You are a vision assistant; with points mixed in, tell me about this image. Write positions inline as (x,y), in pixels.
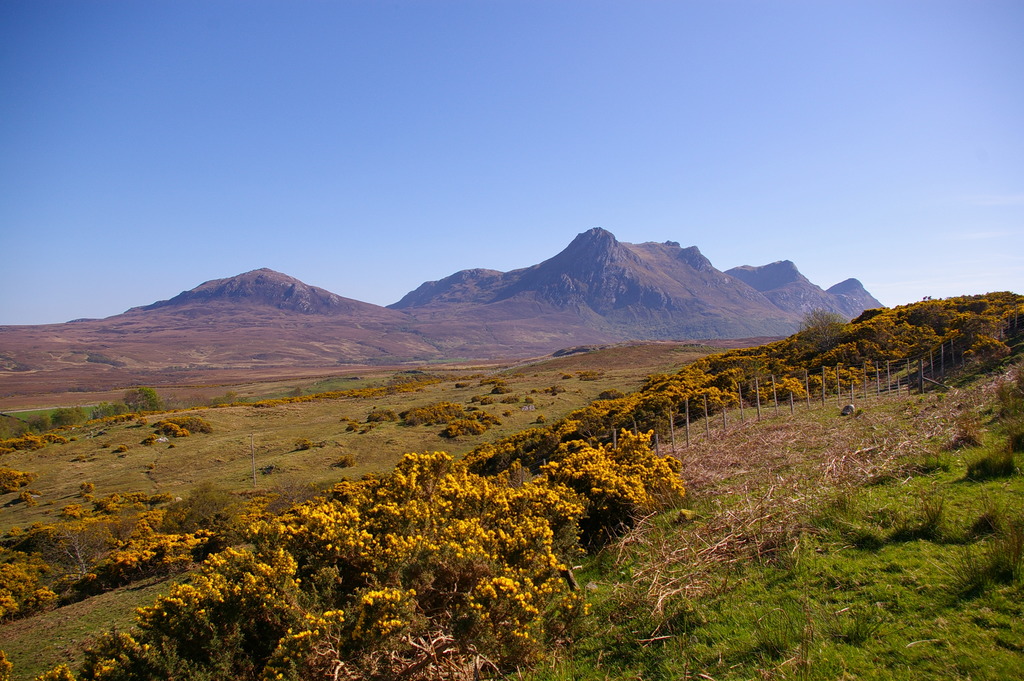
In this image I can see an open grass ground (858,392) and on it I can see number of trees (476,483) and number of poles (687,435). In the background (713,325) I can see mountains (684,257), clouds (1016,201) and the sky (386,125).
